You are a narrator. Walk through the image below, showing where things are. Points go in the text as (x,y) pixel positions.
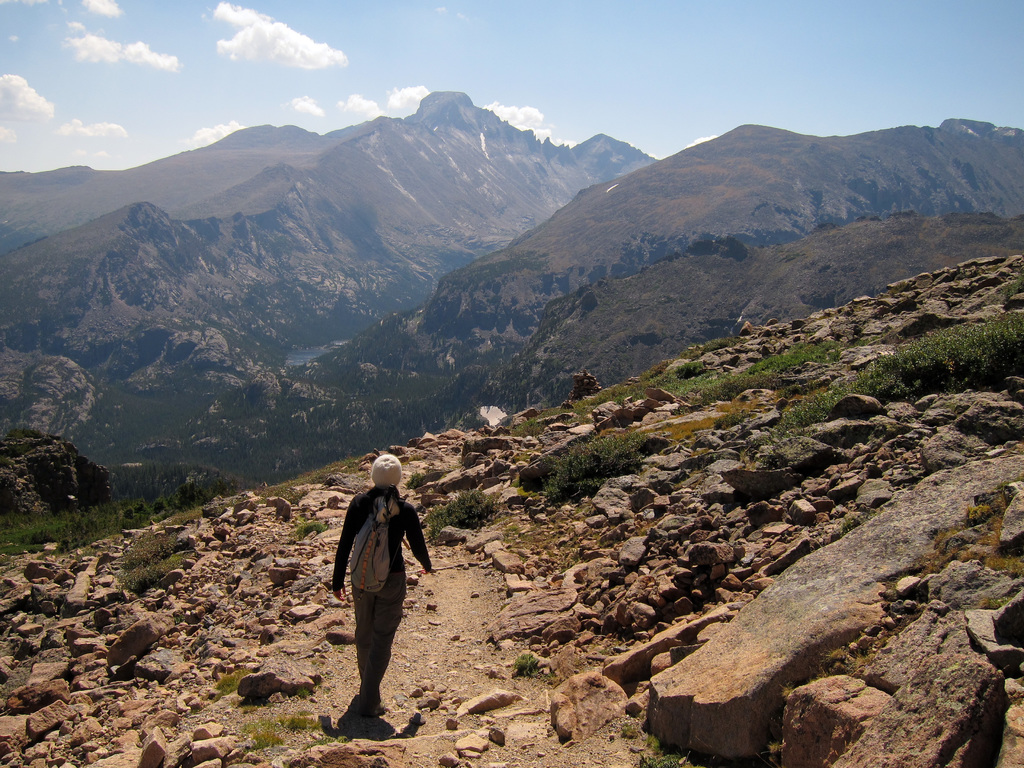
There is a person (366,598) walking in this path (453,636) on the hill (538,690). There are some rocks (129,627) around this person (336,577). In the background (412,208) there are some hills (354,178) and sky (519,64) with some clouds (120,53).
